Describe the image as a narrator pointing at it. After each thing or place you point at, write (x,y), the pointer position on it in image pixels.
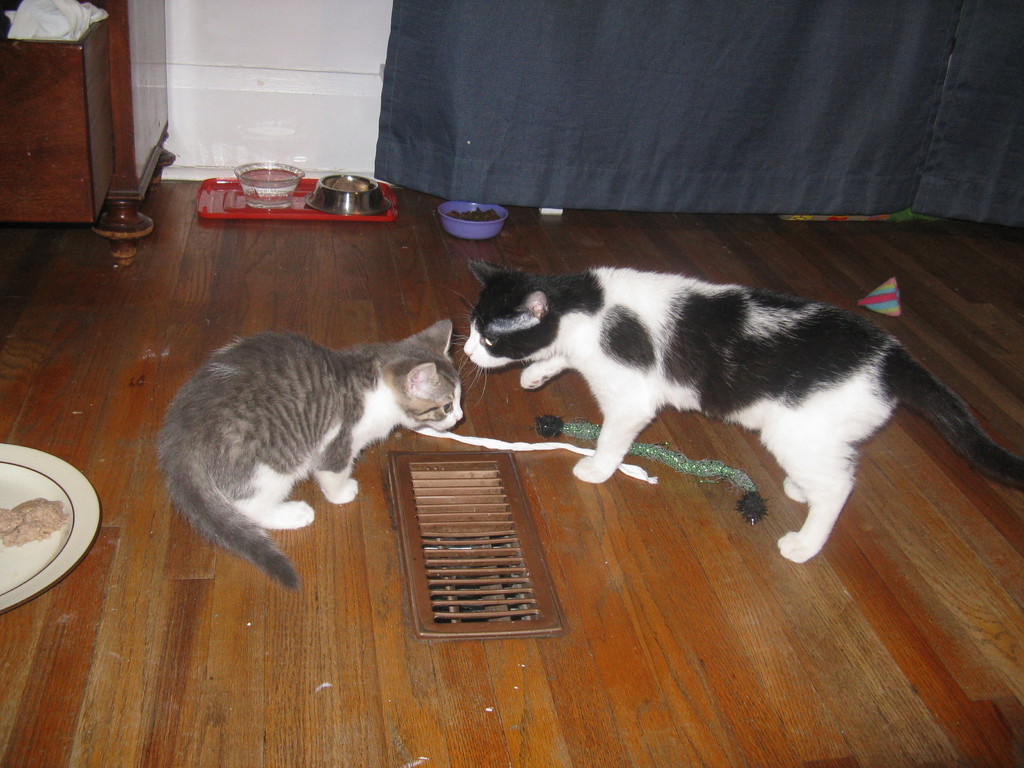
In this image I can see the brown colored floor (709,631) on which I can see two cats (684,356) which are white, black and grey in color. I can see the red colored tray (266,212), few bowls (244,170), a plate (68,561), the grey colored curtain (840,100), the white colored wall (277,17) and a wooden furniture (122,83) which is brown in color.
